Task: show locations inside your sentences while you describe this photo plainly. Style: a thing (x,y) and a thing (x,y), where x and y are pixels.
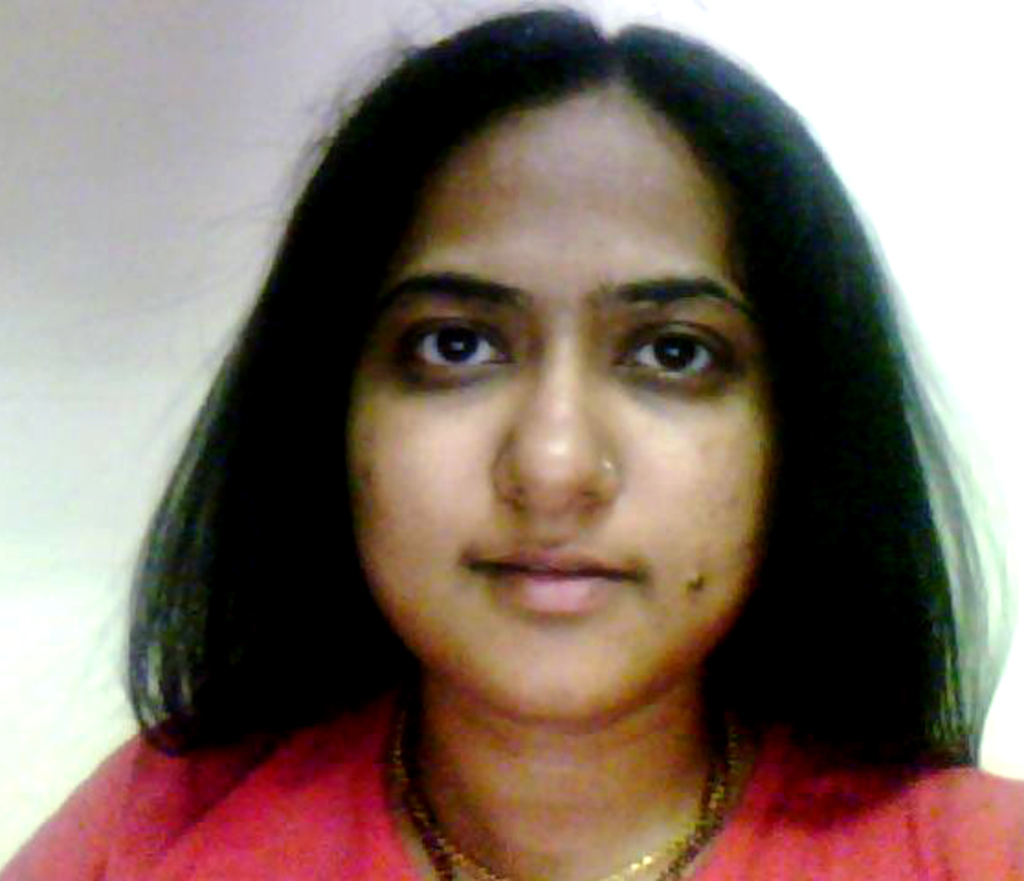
In this image we can see a lady (497,509). The background of the image (3,311) is white.
